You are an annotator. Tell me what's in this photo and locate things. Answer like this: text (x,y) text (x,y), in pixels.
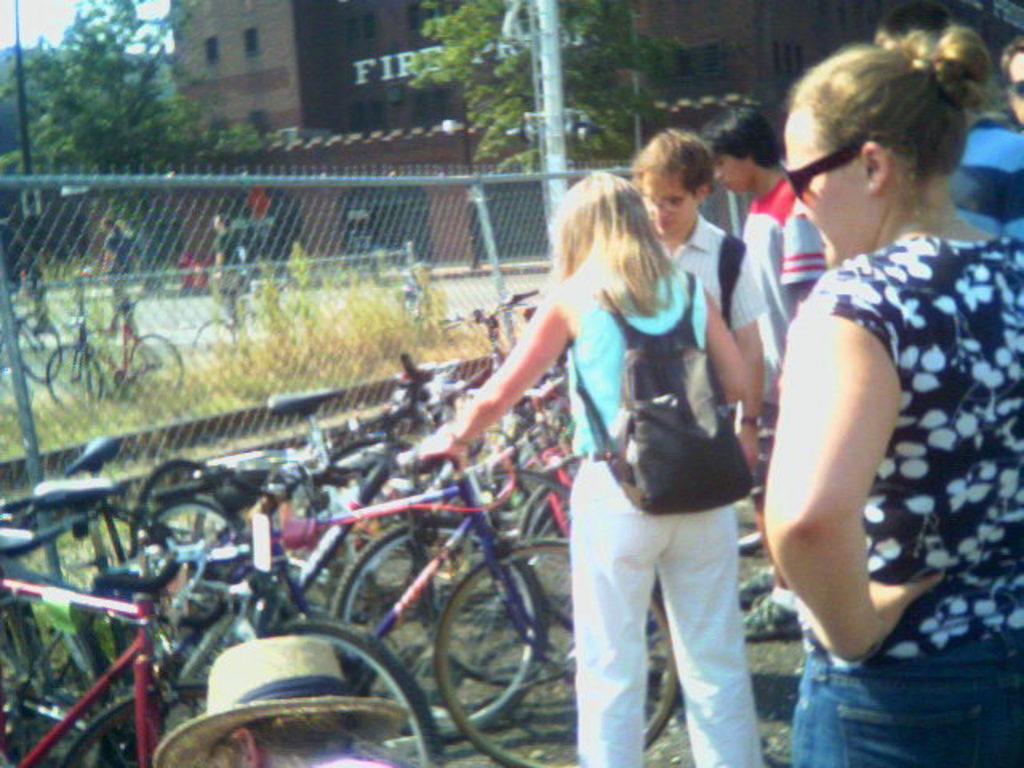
In this picture we can see a group of people (689,634) and bicycles (664,670) on the ground (660,636) and in the background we can see a fence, building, plants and trees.
